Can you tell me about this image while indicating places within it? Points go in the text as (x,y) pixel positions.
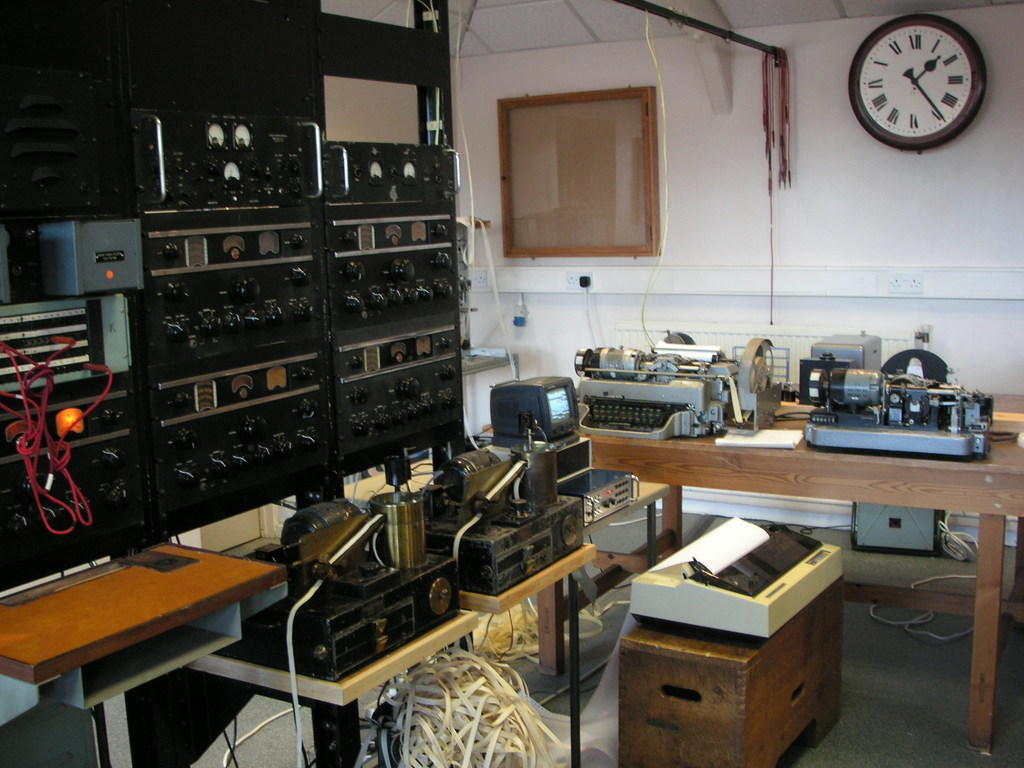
In this picture I can see the machines (411,476) in the middle (520,476), in the top right hand side (933,122) I can see the wall clock (910,119), in the background (605,245) there is a glass frame (623,239) on the wall (492,239).
